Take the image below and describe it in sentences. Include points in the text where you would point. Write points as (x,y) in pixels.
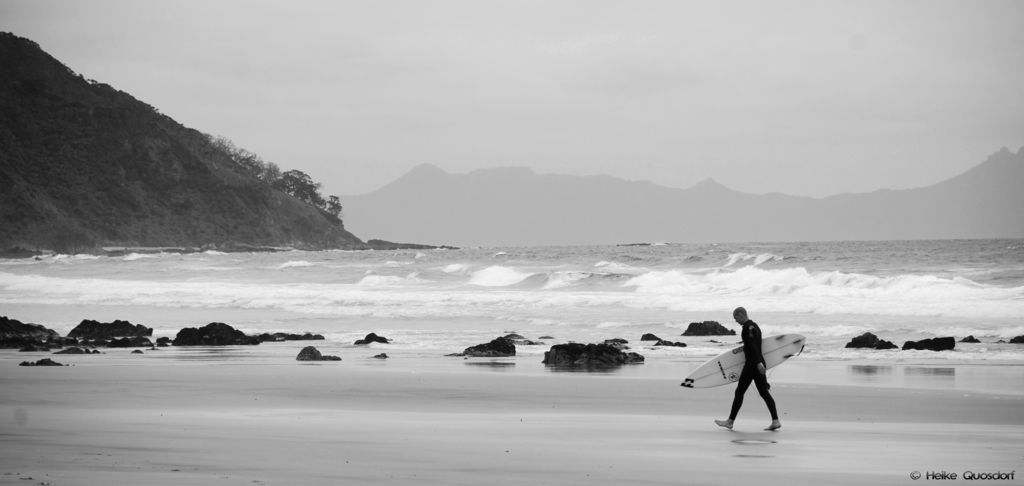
In this image I can see a man (741,396) is walking on the ground (696,424) and holding a surfboard (741,365). In the background (369,245) I can see mountains (498,191) and the sky (540,96). Here I can see a watermark (992,475). This image is black and white in color.
